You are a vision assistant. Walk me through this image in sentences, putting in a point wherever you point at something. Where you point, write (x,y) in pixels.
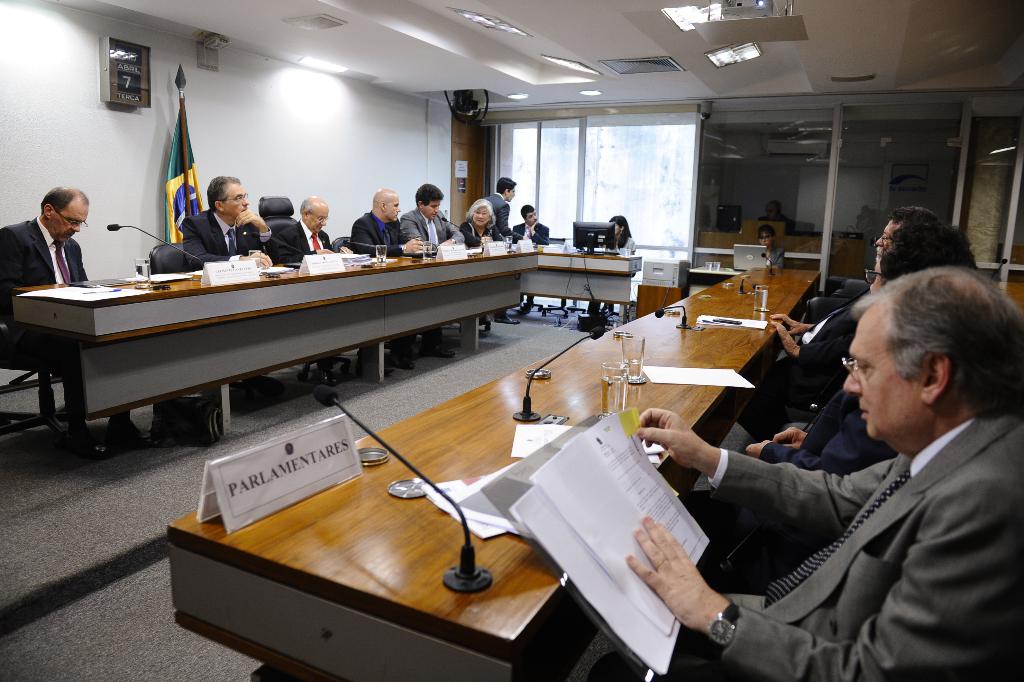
Bottom right side of the image (838,593) few people (934,379) are sitting on chair (833,291), In front of them there is a table (697,304) on the table (787,304) there are some glasses (629,337) and there are some papers (512,520) and microphones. Top right of the image (818,83) there is a roof (982,26) and lights (734,56). Top left side of the image (207,129) there is a wall (27,79), In front of the wall (192,140) there a flag (176,131). In the middle of the image (628,230) there are some people (55,269) sitting on a chair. In the middle of the image (643,243) there is a glass window (602,182).
